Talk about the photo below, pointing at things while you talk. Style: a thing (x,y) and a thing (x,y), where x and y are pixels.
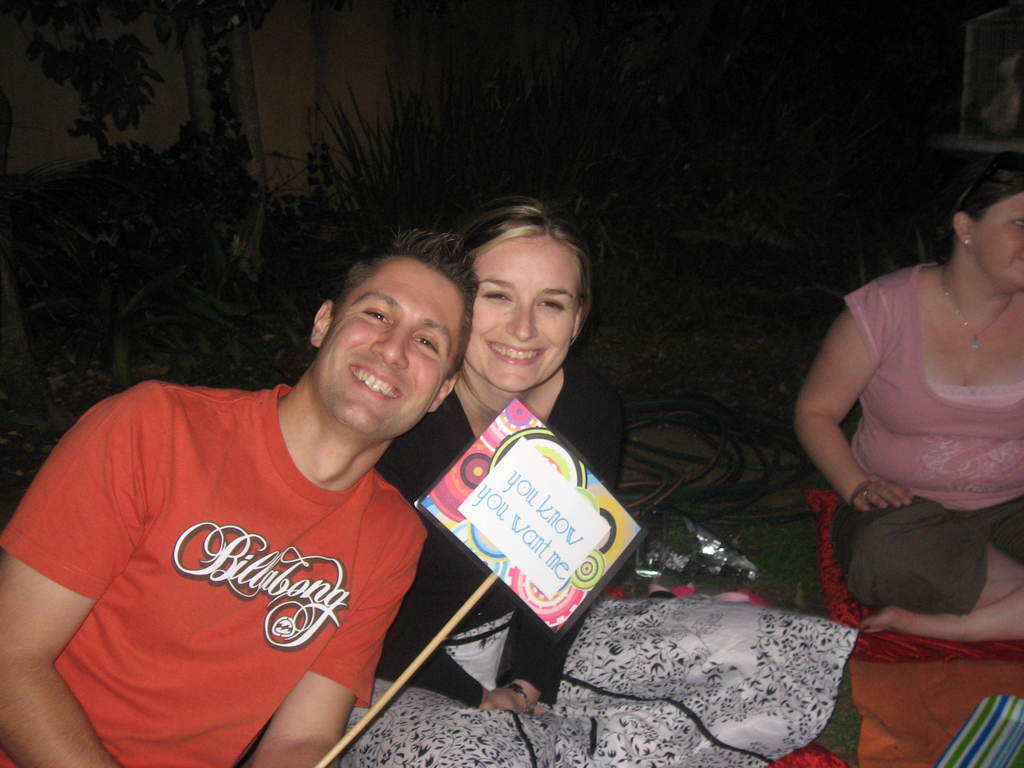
In this image I can see three persons (975,559). In front (388,565) the person (241,581) is wearing red color shirt (198,614) and holding the board (515,578) and the board (508,535) is in multi color and I can see the dark background (909,243).
